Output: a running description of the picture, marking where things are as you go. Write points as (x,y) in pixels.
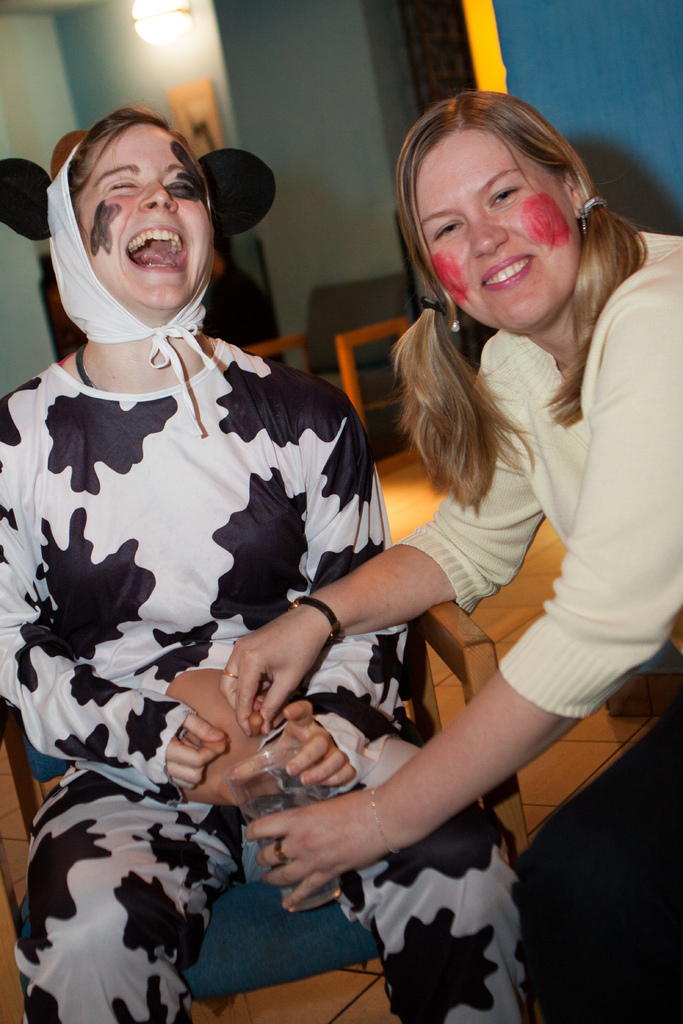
In the center of the image (334,660) we can see two ladies (613,348) sitting. The lady (589,822) sitting on the right (571,674) is holding a glass (322,895) in her hand (353,816). In the background (346,253) there are walls (363,117), chair (392,367) and light (180,6).
